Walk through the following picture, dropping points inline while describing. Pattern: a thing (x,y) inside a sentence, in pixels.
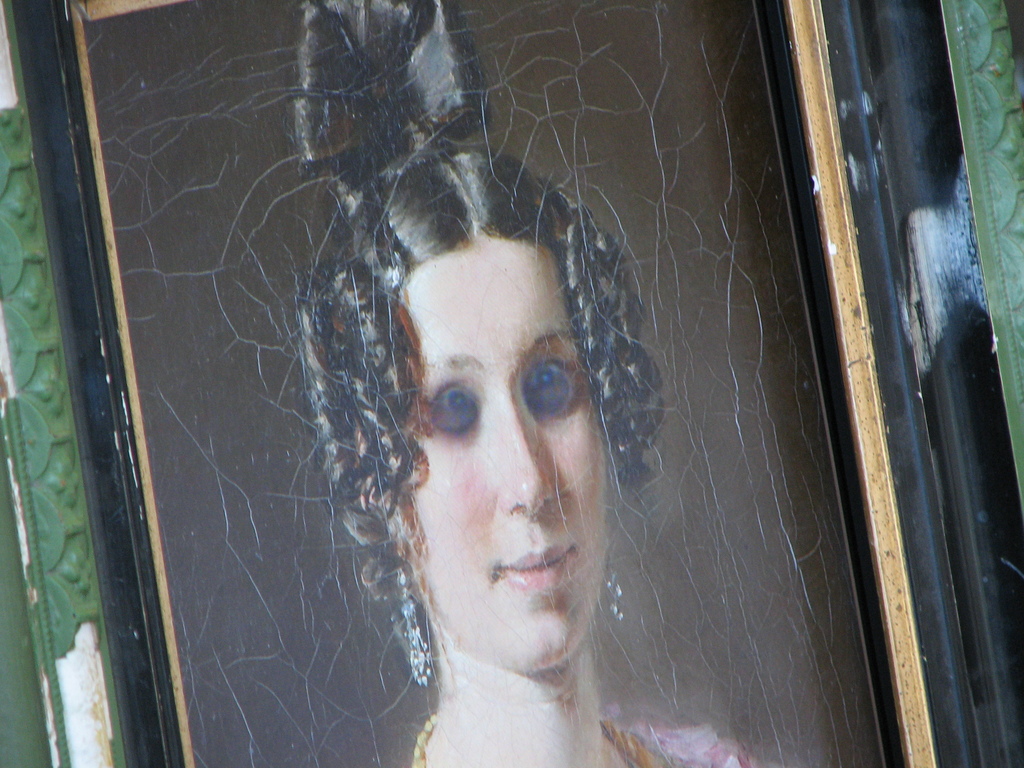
Here we can see frame (815,62) of person (407,357).
